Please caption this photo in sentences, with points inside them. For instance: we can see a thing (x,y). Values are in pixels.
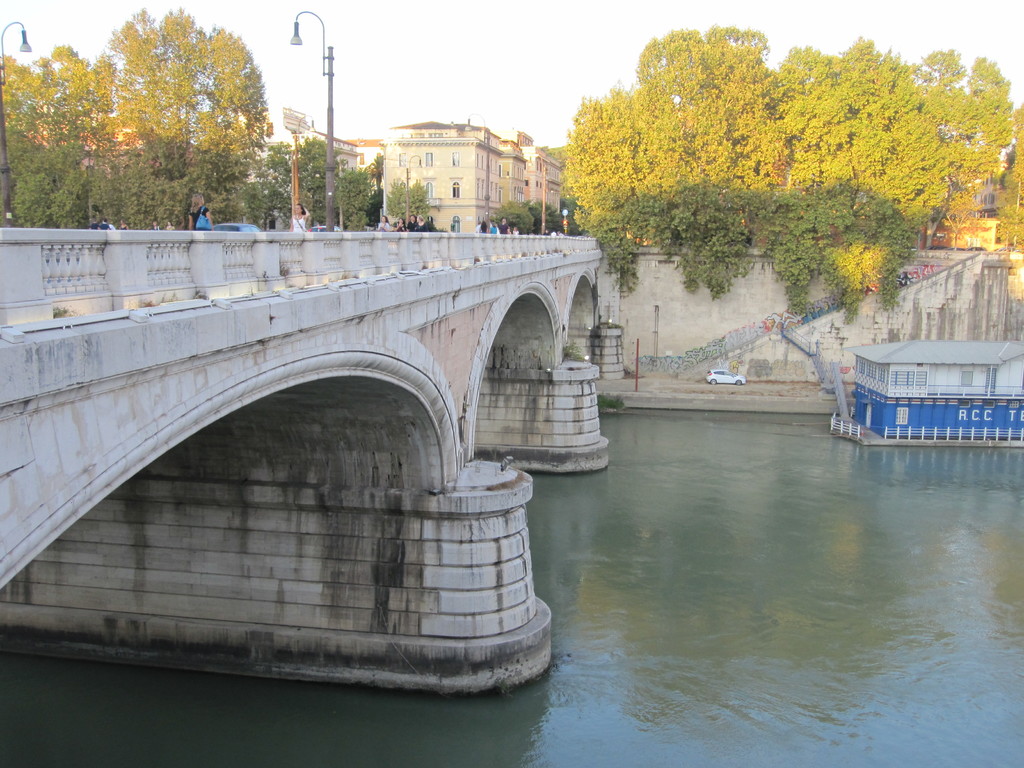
In this image, I can see few people (296,215) and street lights (331,89) on a bridge (331,316). On the right side of the image (859,401), there is a vehicle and a house (915,404). At the bottom of the image (823,579), there is water (811,586). In the background (506,194), I can see trees (190,163), buildings (438,168) and there is the sky (528,1).
